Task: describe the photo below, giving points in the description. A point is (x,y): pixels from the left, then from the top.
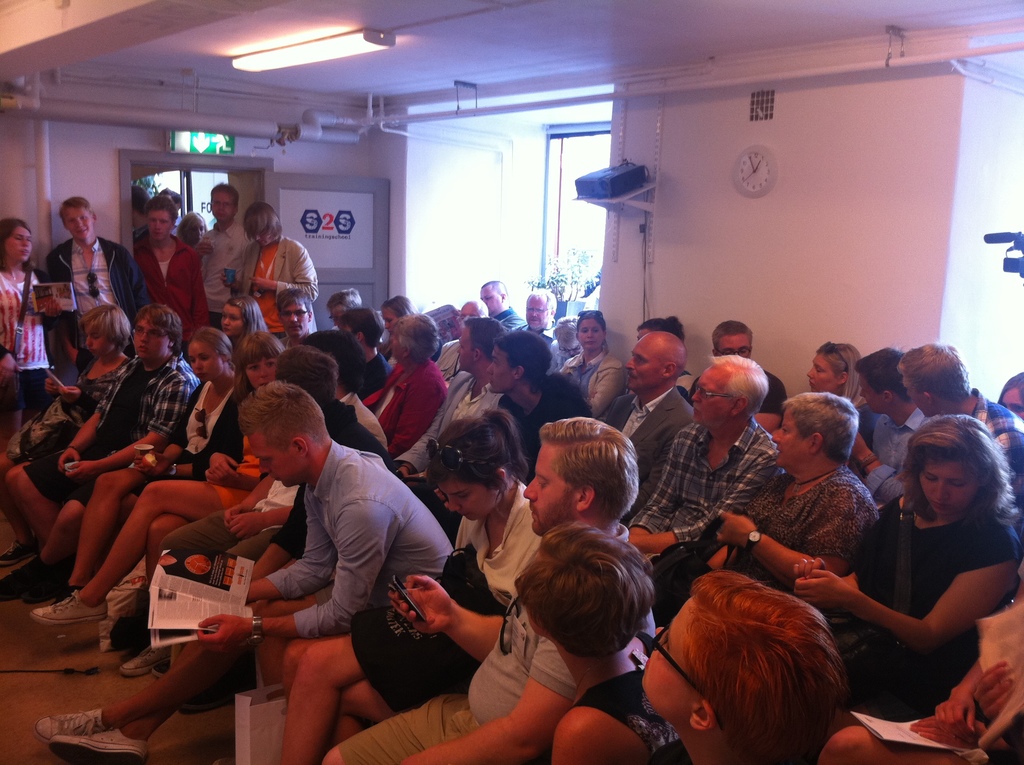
We can see few persons (330,426) are sitting on the chairs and among them few persons (297,673) are holding papers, mobiles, cups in their hands (240,638). In the background (185,278) there are few persons (116,270) standing at the wall (532,173), clock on the wall (494,222), window (549,257), house plant (549,271), exit board (187,150) on the wall (333,151), poster (365,213) on the door (284,205) and an object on a stand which is attached to the wall (612,331).
